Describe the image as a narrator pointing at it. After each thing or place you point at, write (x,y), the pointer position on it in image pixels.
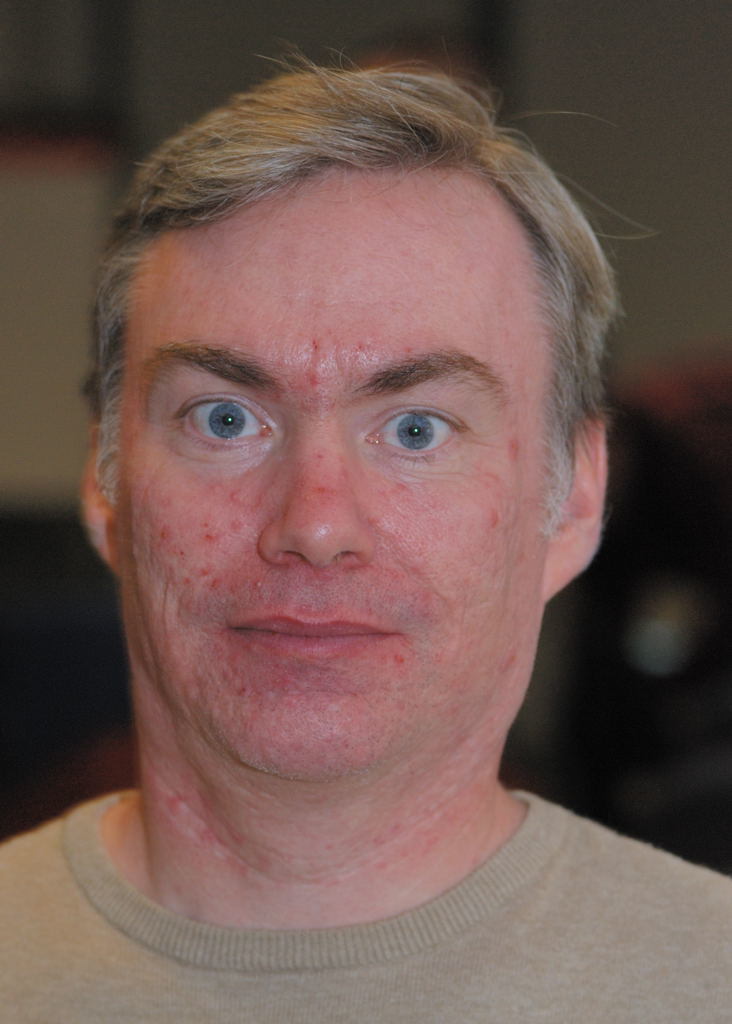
In this image there is a man (331,861), and there is blur background (595,164).
